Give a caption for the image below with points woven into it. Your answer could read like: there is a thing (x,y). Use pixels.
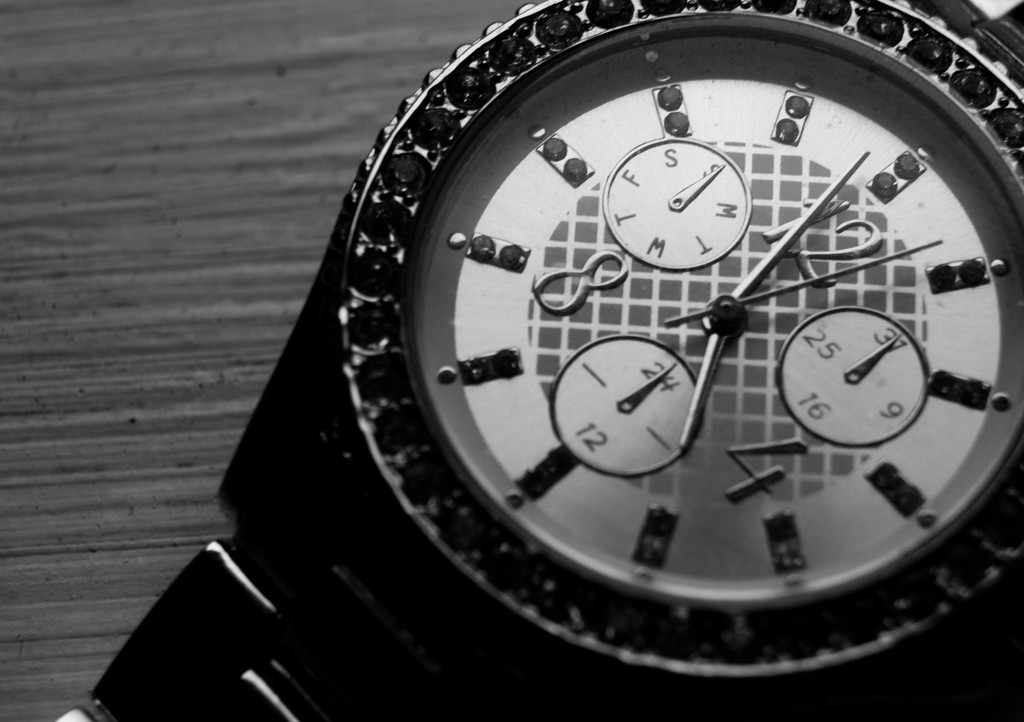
This is a black and white image. In this picture we can see a table (244,200). On the table (287,147) we can see a watch (458,491).
